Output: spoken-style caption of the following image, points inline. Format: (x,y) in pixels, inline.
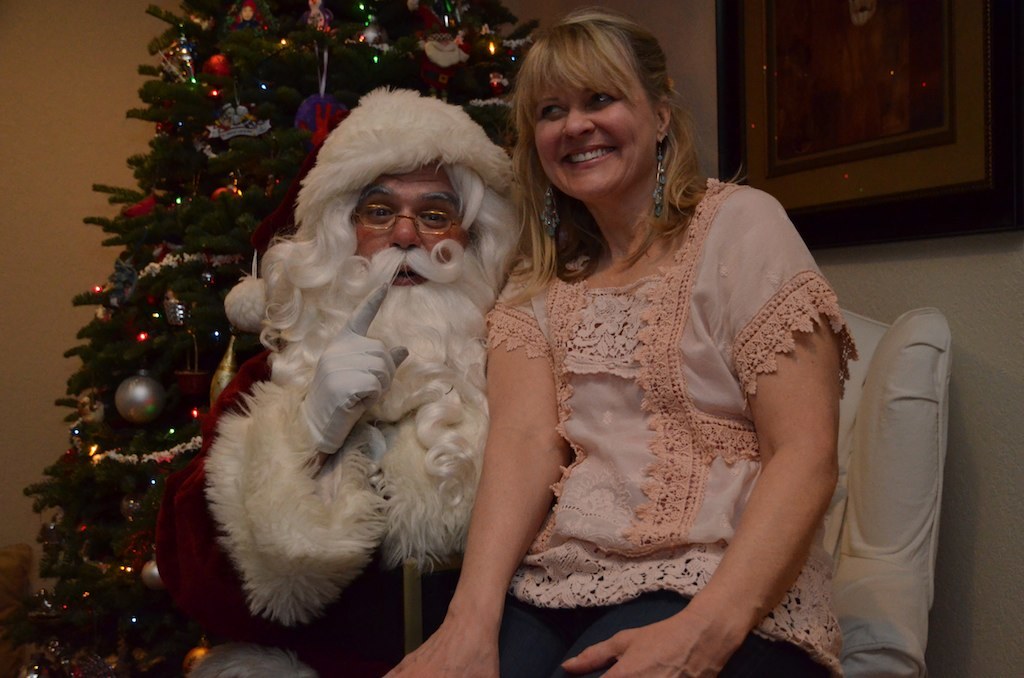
In this image there is a woman (503,435) with a smile on her face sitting on the lap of a person (387,364), who is in the costume of Santa (368,418) sitting on the couch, behind them there is a Xmas tree (167,360) and there is a frame (894,231) hanging on the wall (947,595).
